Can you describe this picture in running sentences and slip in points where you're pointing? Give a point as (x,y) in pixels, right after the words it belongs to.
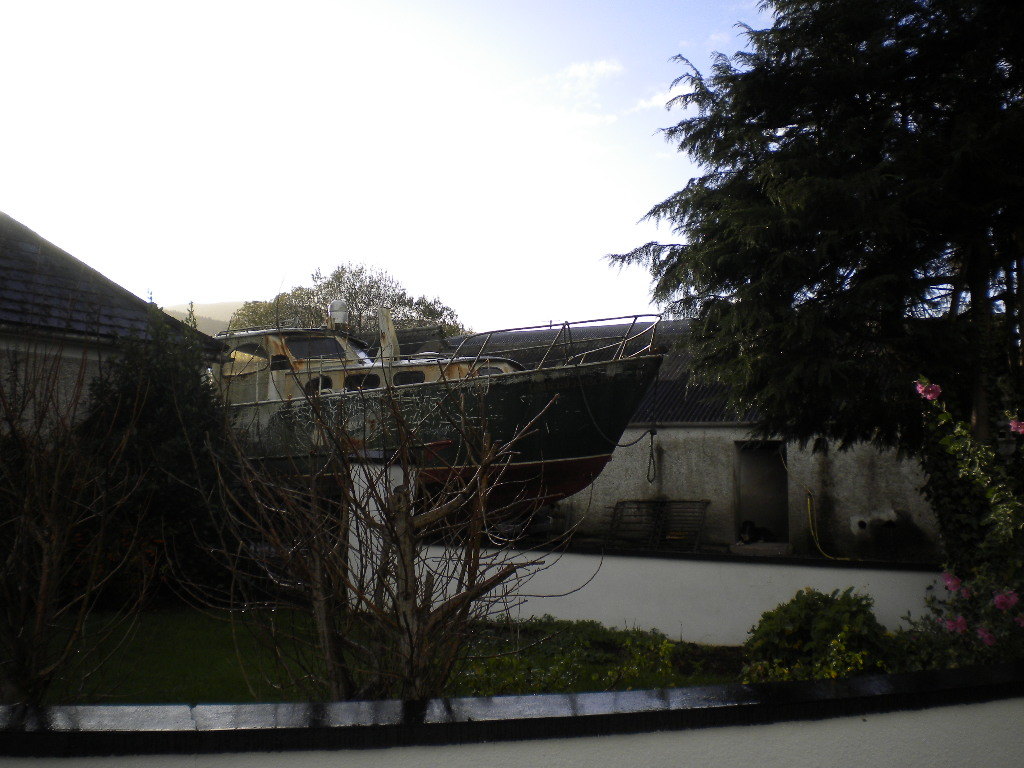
This picture is clicked outside. In the center (362,439) we can see a boat (533,472) behind the tree (392,564) and we can see the plants (651,633) and grass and we can see the flowers (938,392) and a tree (927,292). In the background (445,182) we can see the sky (246,106) and some houses (772,456).
